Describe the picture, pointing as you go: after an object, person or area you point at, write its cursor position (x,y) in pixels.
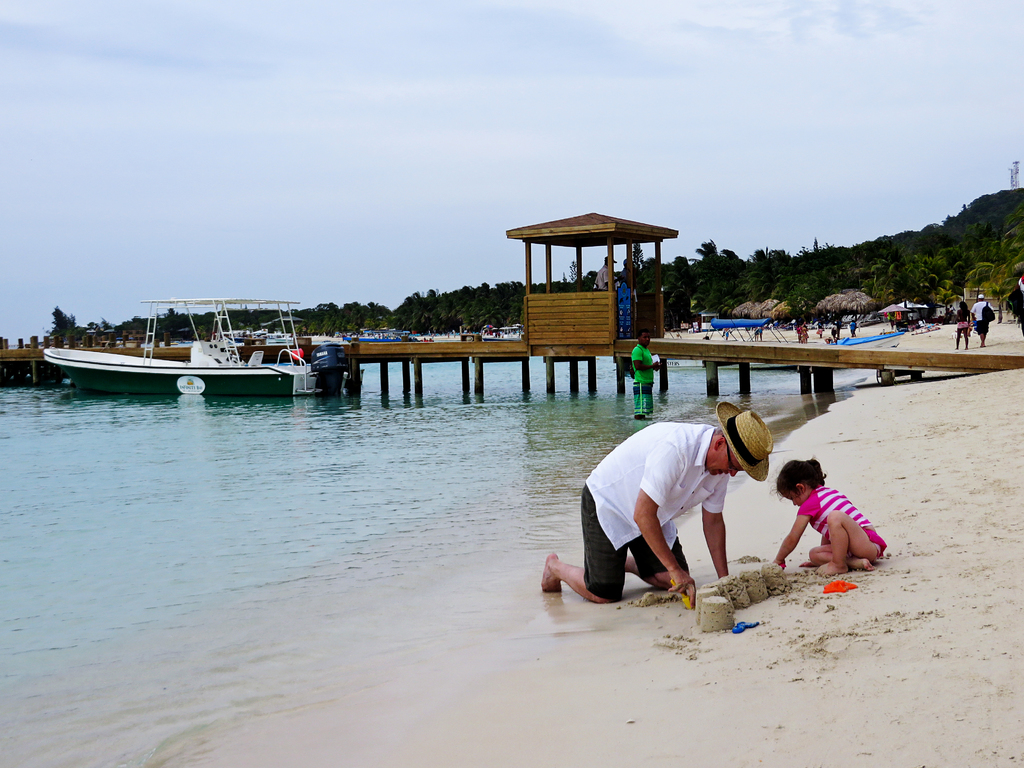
In the picture I can see a pier (668,353), trees (851,280) and some other objects (797,323) on the ground (910,392). On the left side of the image (208,394) I can see a boat (205,372) on the water (218,526) and the sky (258,142) in the background (174,193).
